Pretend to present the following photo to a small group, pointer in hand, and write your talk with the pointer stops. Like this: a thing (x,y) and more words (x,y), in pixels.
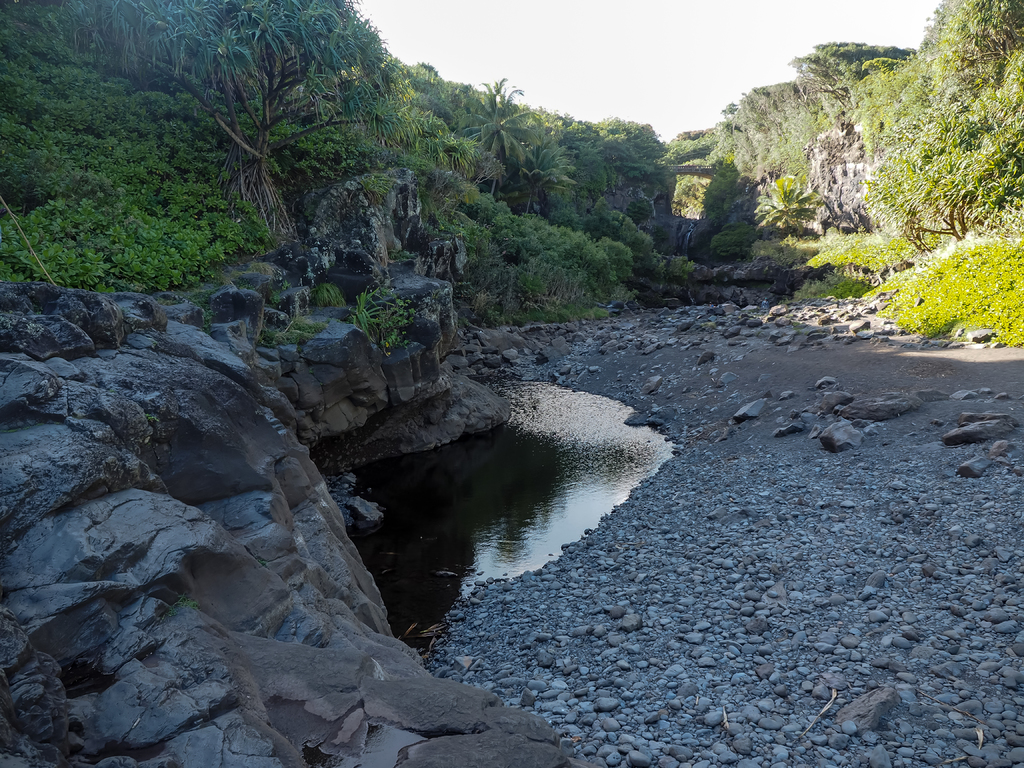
In this picture i can see trees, rocks (861,495), water (486,453) and grass (946,320). In the background (666,70) i can see sky (693,62).
